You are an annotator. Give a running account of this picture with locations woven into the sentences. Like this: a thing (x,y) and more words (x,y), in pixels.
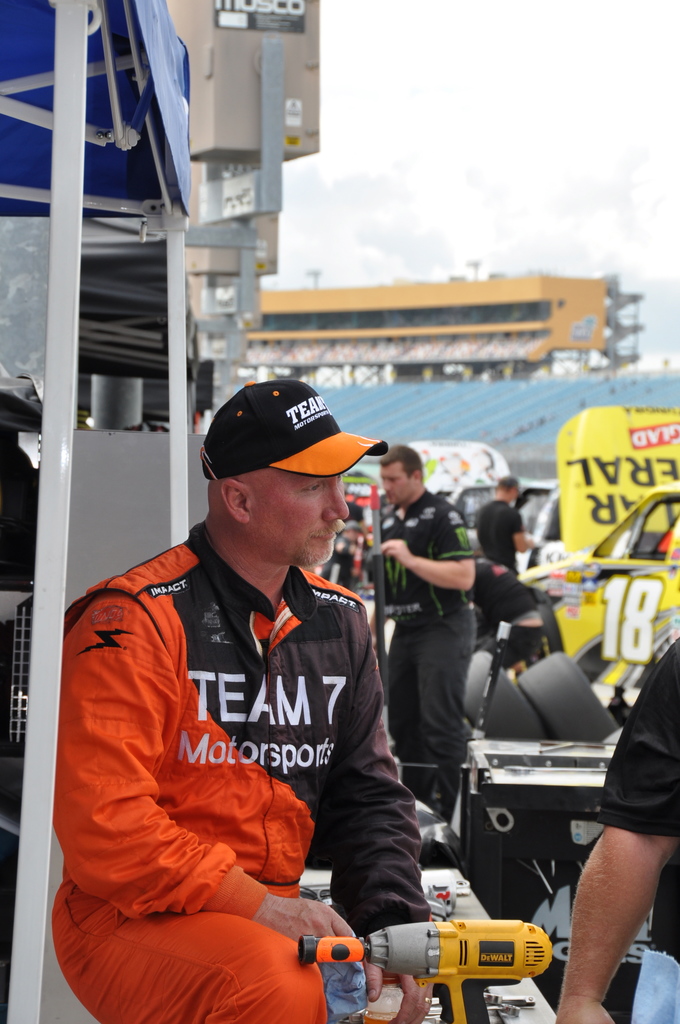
On the left side (62,517) there is a tent (68,103), in front of the tent (134,101) there is a man (206,864) sitting and there are tools (459,968), in the background (599,523) there are people (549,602) standing and there are cars (627,558) and it is blurred.
